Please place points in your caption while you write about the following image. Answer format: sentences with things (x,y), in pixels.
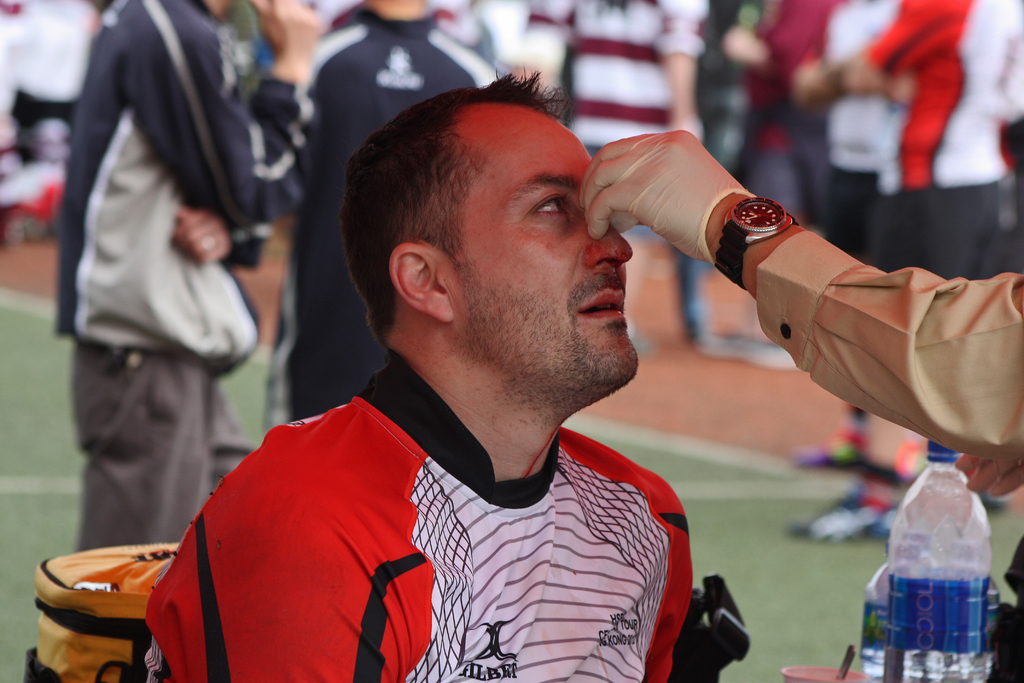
Here we can see a person (561,173) sitting on the chair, and in front (950,526) there is the water bottle (924,513), and at back (170,130) some are standing on the floor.
